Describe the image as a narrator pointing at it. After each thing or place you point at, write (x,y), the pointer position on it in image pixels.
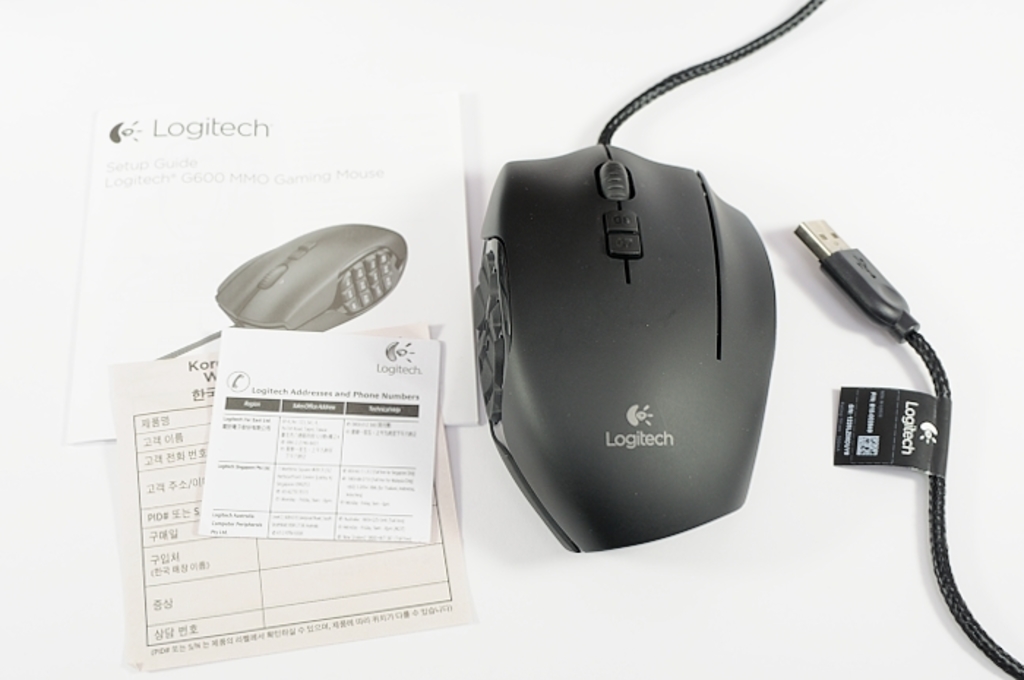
In this image there are papers (244,473), a book (223,223), a mouse (587,307) and a cable wire (904,310). There is text (297,430) on the papers (334,449), a book (331,221) and on the mouse (706,423). There is a small label (937,455) with text (907,431) to the cable wire (886,286). The background (52,131) is white.
